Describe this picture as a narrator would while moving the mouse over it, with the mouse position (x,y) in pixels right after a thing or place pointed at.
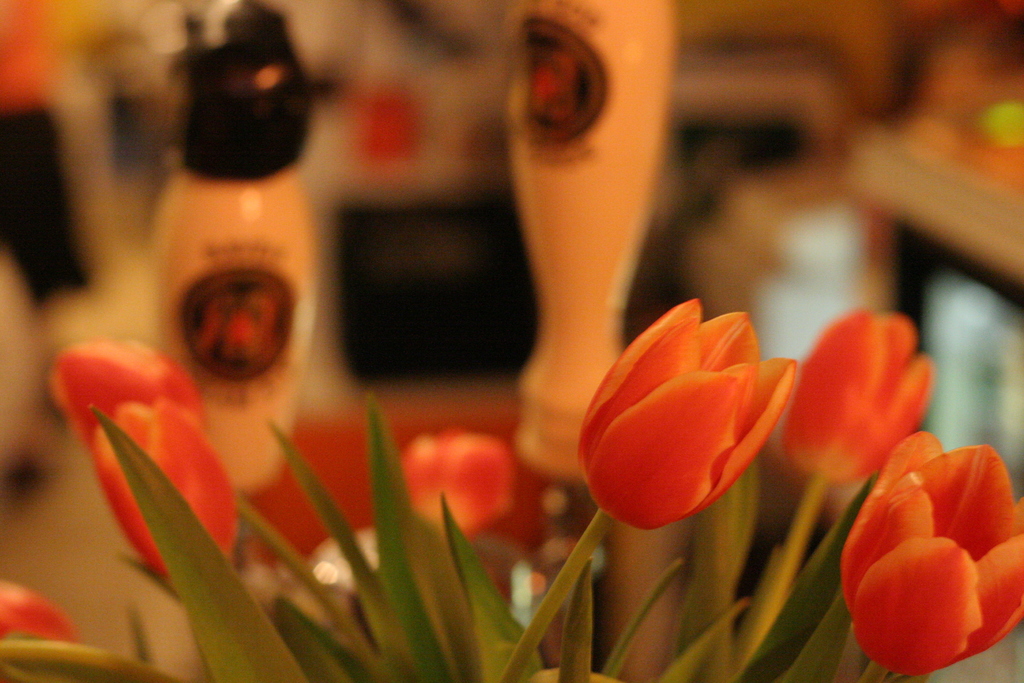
There is a flower vase (826,570). Which is having flowers (140,442). In the background (625,96), there are two bottles (562,173). And the background (883,98) is blurred.
